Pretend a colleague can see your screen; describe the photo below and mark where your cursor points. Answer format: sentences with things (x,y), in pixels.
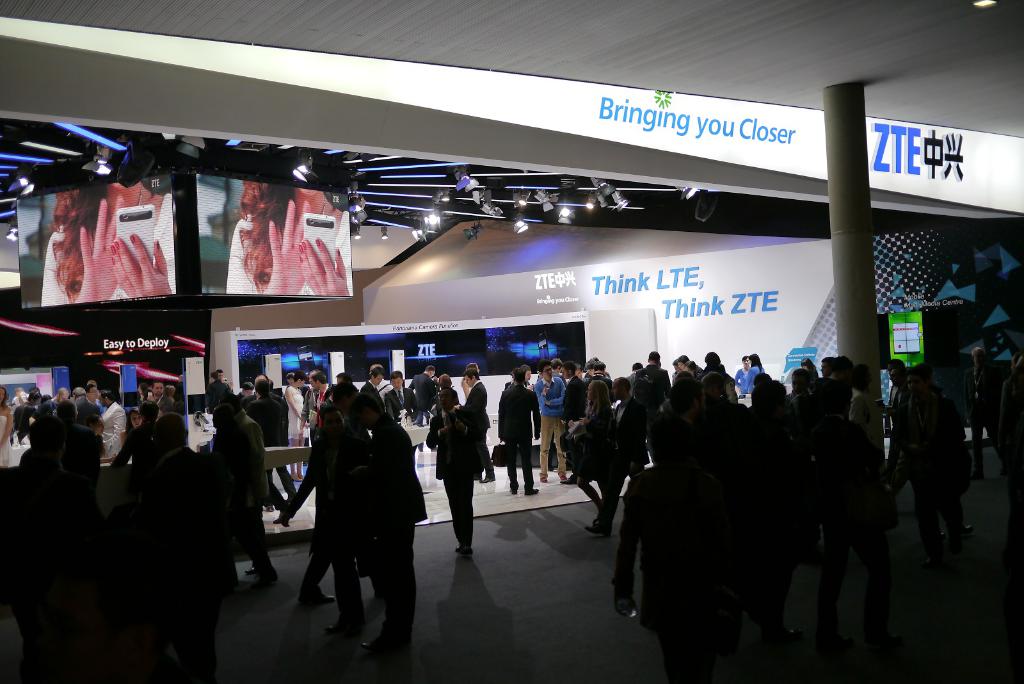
In this picture we can see a group of people (117,562) standing on the floor (484,537) and a pillar (837,278). In the background (220,194) we can see the lights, screens (265,224), walls (704,321) and some objects (197,365).
